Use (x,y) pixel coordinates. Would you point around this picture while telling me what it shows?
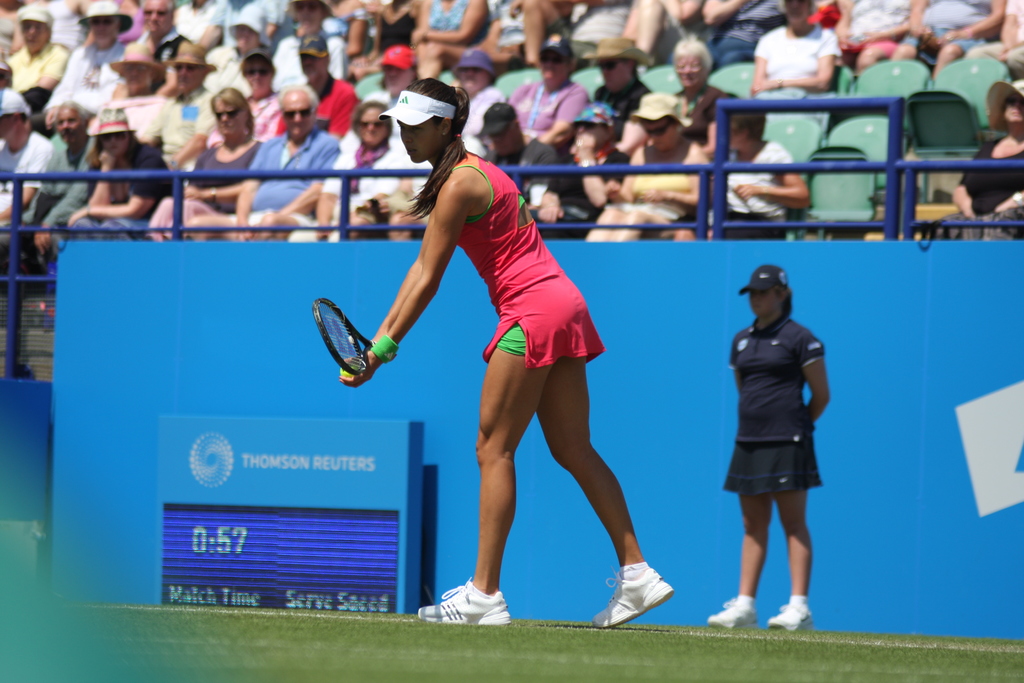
As we can see in the image there are few people (463,38) sitting over here and the women (526,351) who is standing here is holding tennis racket (345,343).
